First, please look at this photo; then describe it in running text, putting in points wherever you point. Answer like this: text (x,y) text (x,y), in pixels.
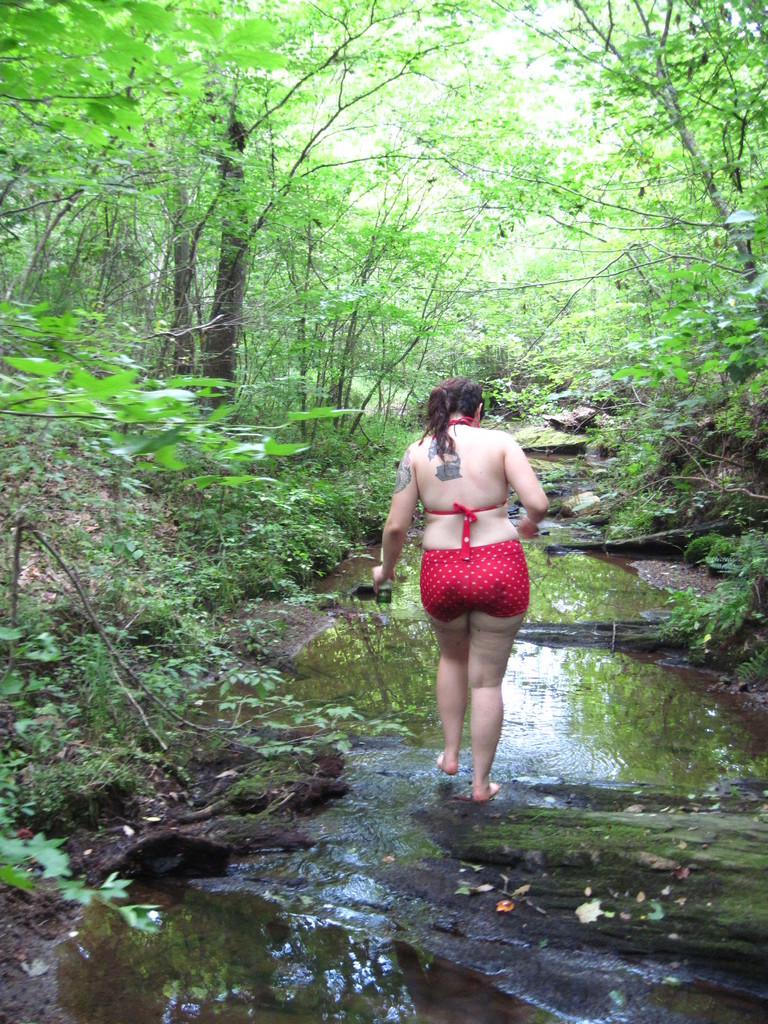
In this image we can see there is the person (475,747) walking on the ground (477,816) and there are trees (294,369) and water (333,680).
